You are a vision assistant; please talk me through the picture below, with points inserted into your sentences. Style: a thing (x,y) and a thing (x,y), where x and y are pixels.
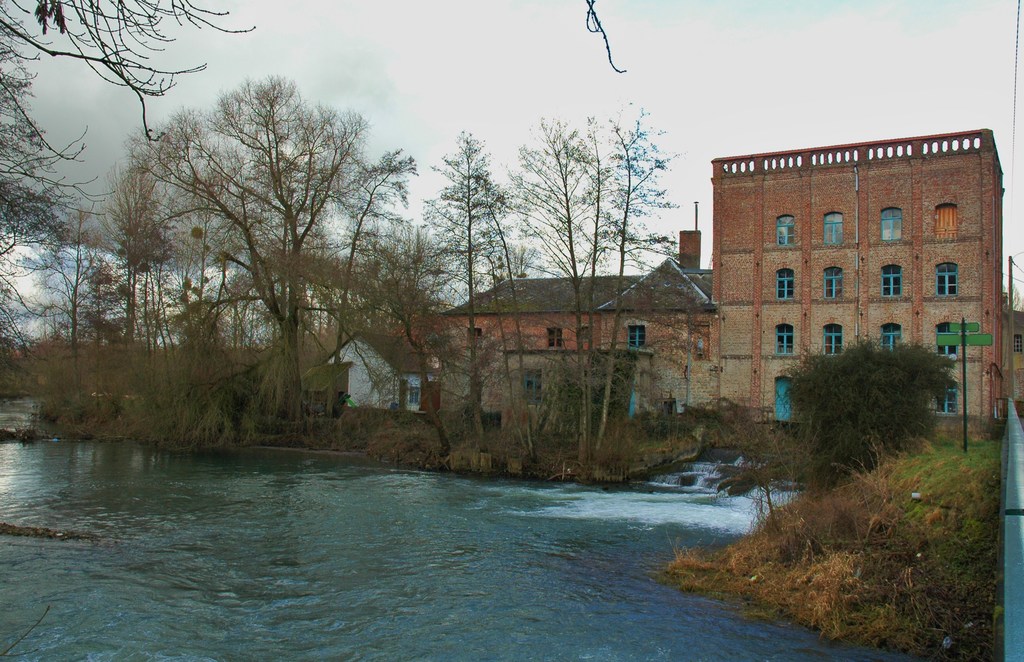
In this image there is water (633,499) at the bottom (545,519). There are trees (263,289) in the left (222,281), right and foreground (885,373). There are buildings (1002,370) in the background (977,407). And there is sky (130,124) at the top (818,100).
